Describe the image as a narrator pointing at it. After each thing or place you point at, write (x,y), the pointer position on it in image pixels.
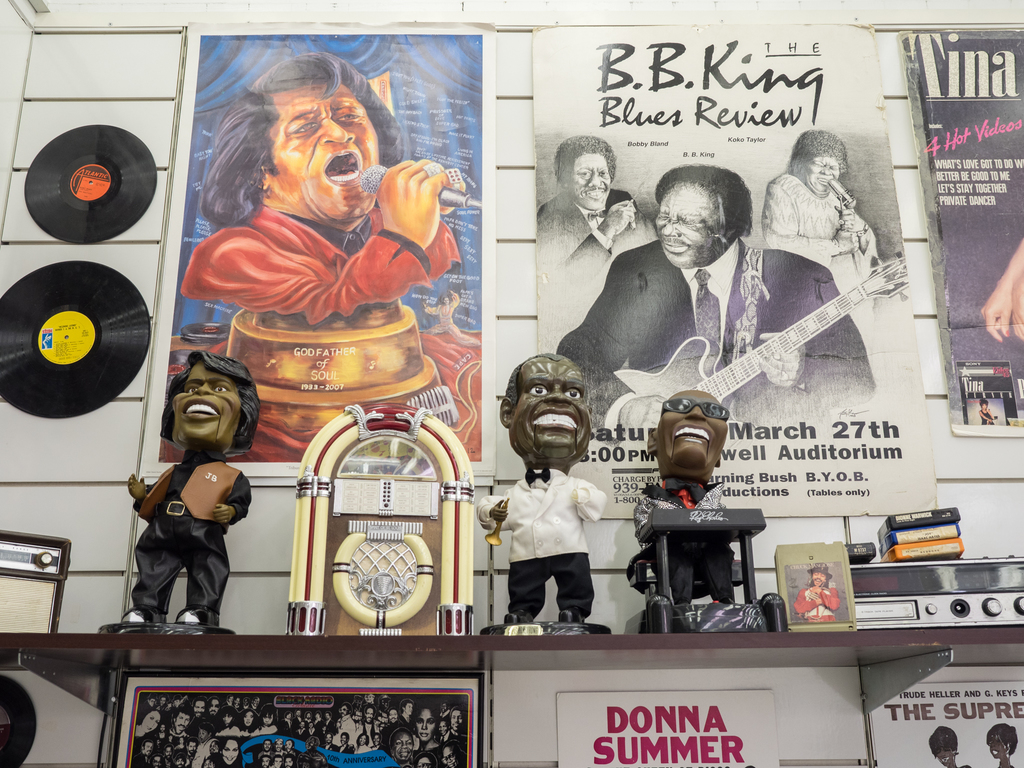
In this image there are posters (679,320), photo frames (451,732) and some other objects (79,211) on the wall (56,92). There are a toys (658,557) and a few other objects (895,603) on the wooden platform (532,636).
